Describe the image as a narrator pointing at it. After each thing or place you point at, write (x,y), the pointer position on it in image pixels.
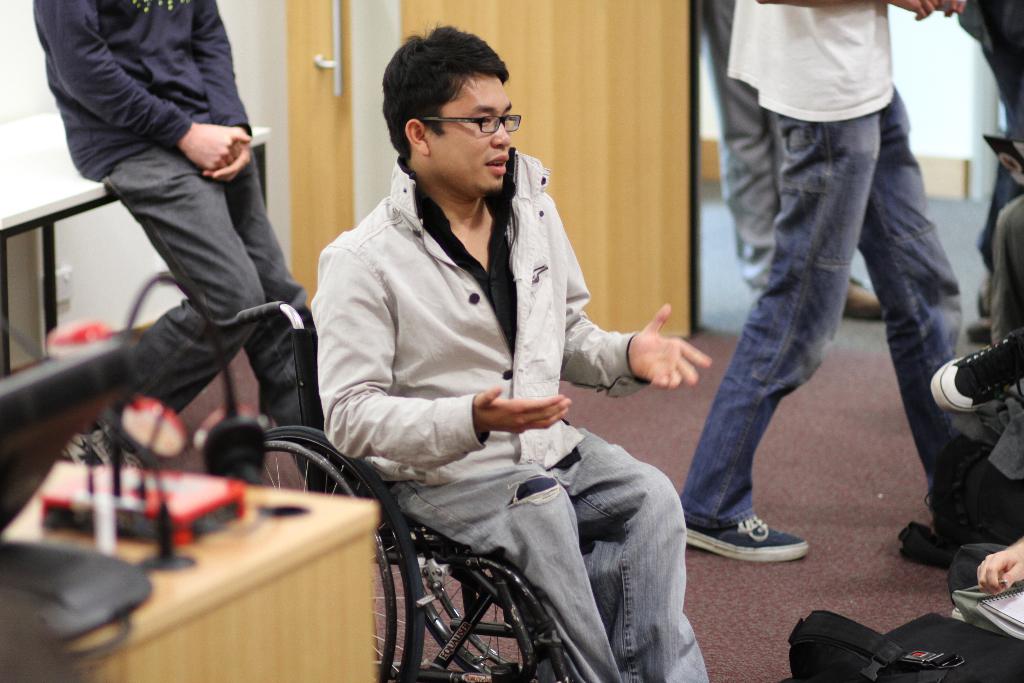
In this picture we can observe a person (433,418) sitting in the wheel chair (317,419) wearing a white color shirt (482,341). There are some people (217,155) standing in this picture. On the left side (325,652) we can observe a cream color table (259,614). In the background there is a cream color door (313,165).
